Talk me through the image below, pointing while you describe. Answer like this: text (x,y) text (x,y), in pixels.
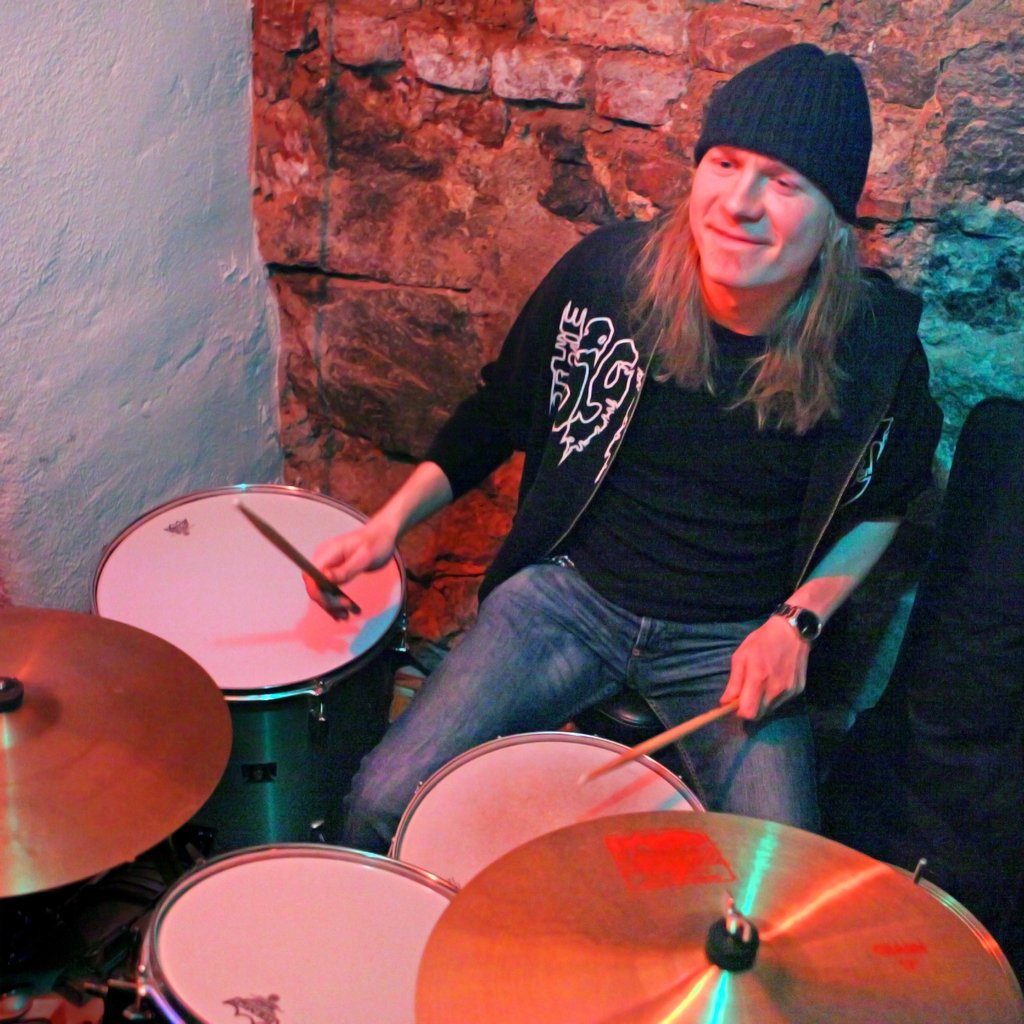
In this image we can see one person (770,225) playing music drums (163,543), behind there is a wall (339,389).
